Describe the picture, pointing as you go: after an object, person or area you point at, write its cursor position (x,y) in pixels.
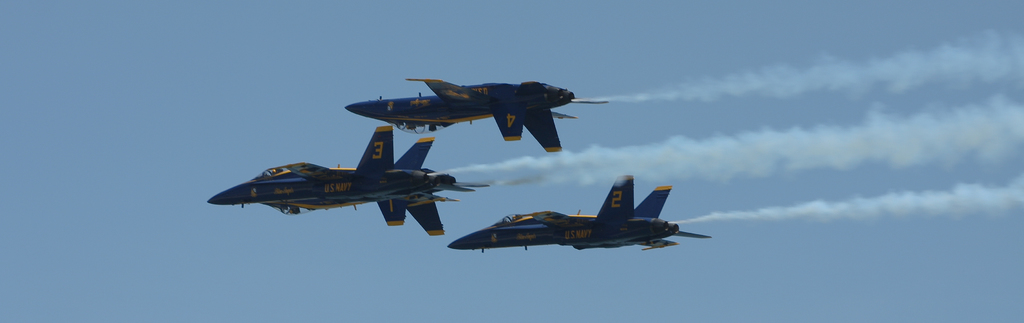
In this image there are three jet planes (457,107) in the sky (344,104).
